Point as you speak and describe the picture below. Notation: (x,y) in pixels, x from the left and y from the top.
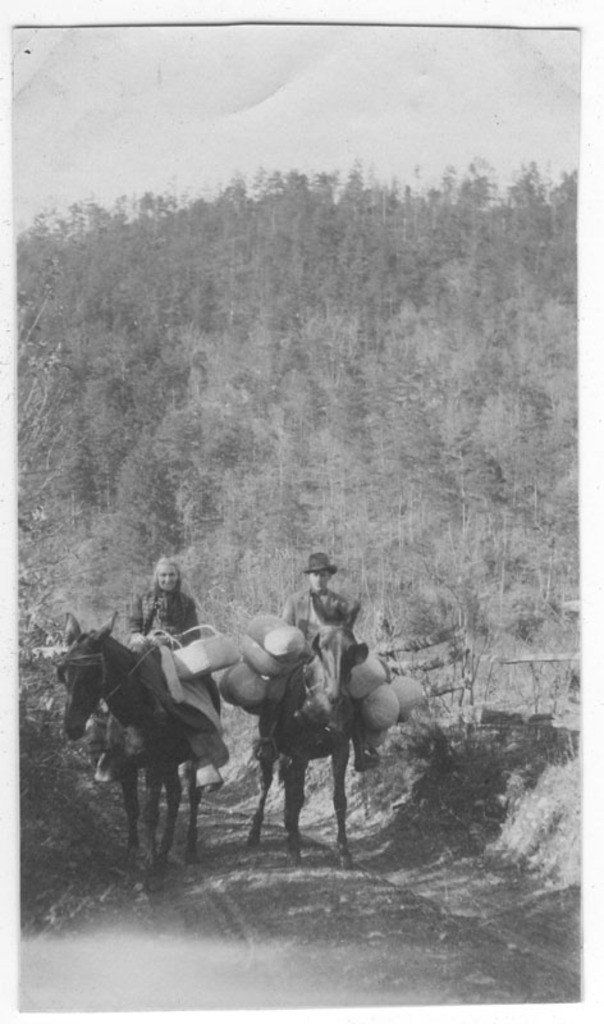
They are two members (301,598) riding horses (301,736) with some luggage (267,661). On the horse (317,688), one is a man (318,616) and the other is a woman (146,639). In the background (253,511) we can observe some trees (280,379) here and a sky (246,122).
